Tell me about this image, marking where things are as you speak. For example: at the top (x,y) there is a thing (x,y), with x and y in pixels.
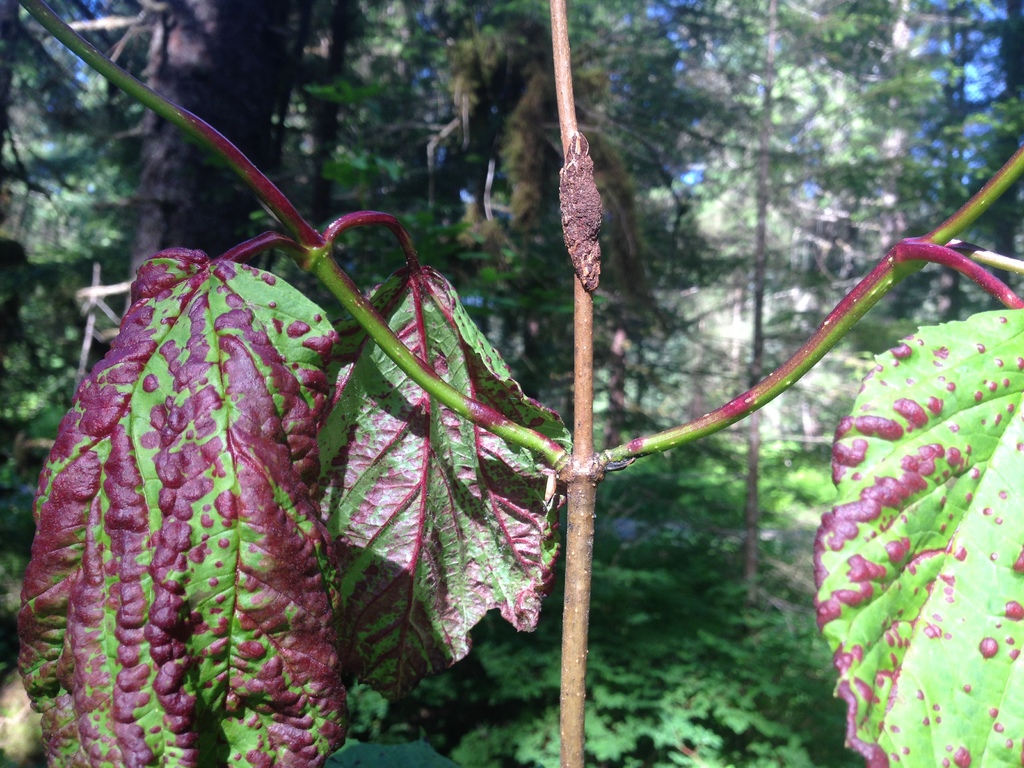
In the center of the image (518,501) we can see a plant (518,501) with branches (584,481) and leaves (551,417). In the background (660,334), we can see trees (618,133).
